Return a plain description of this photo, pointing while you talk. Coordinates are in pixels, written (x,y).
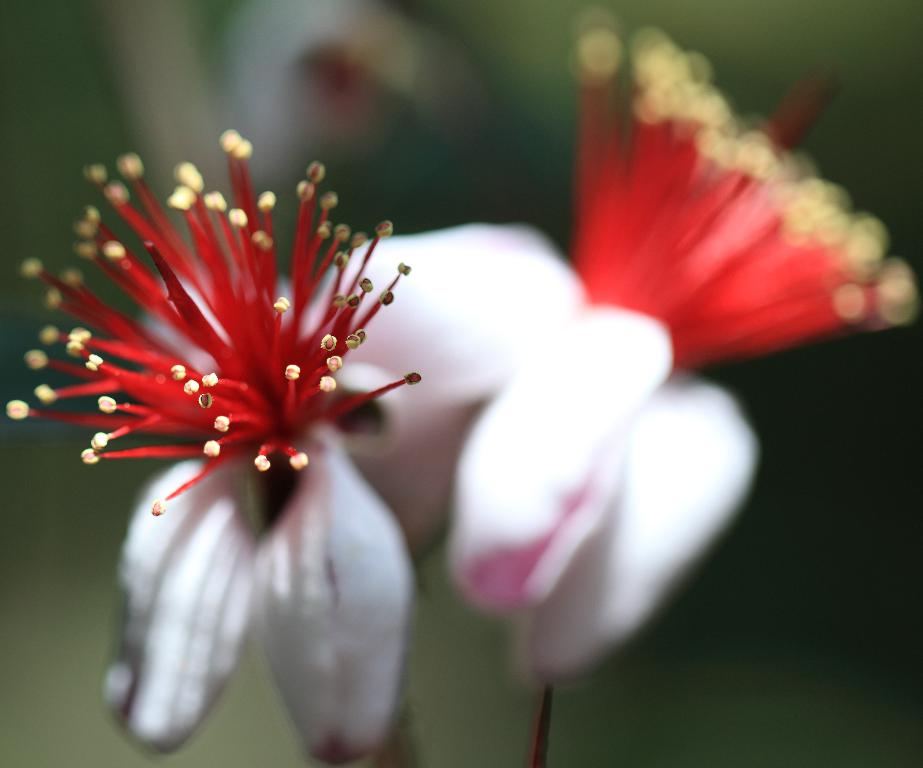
In this picture we can observe a flower (581,432) which were in white and red color. In the background (193,110) it is completely blur.
